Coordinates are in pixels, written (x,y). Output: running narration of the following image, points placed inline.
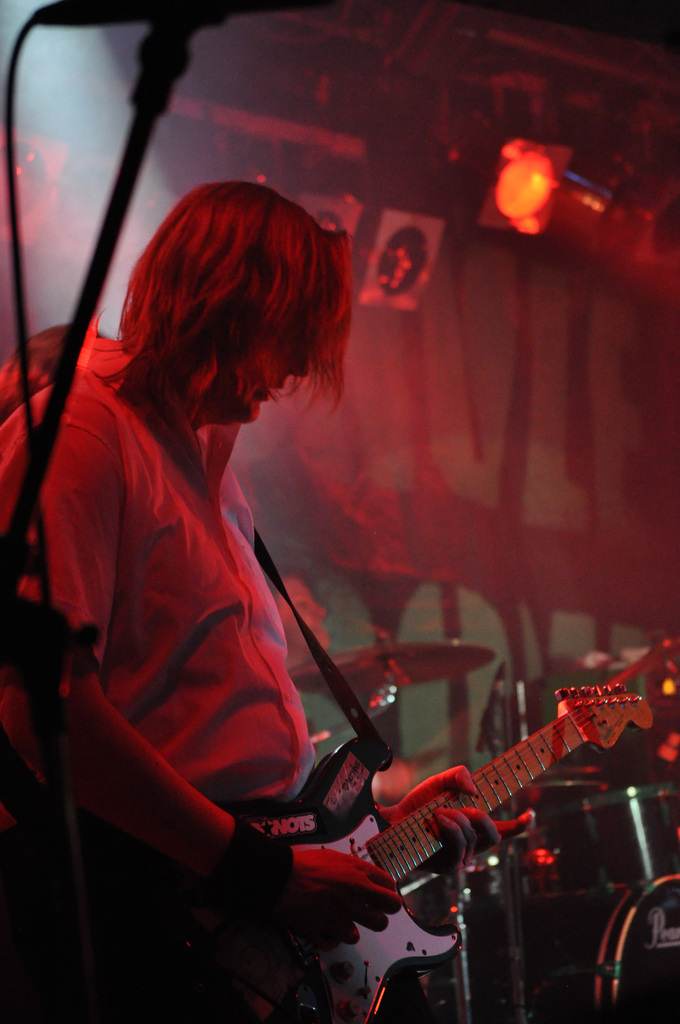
In this image, there is person (266,347) standing and playing a guitar (417,849). This person (159,417) is wearing clothes (103,571). There is a light (503,188) at the top (512,187). There are some musical instruments (647,671) in the bottom right (572,964).
